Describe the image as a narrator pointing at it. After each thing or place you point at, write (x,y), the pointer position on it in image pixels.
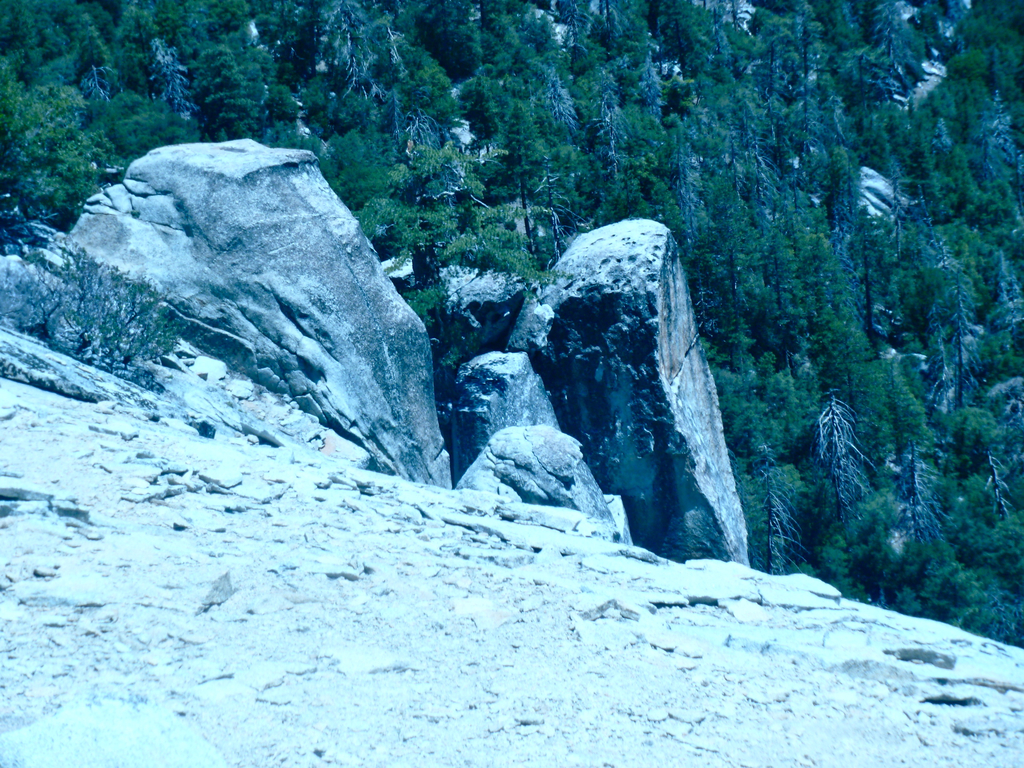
In this image, we can see the rocky surface (95,393), there are some mountains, we can see some green trees (14,87).
